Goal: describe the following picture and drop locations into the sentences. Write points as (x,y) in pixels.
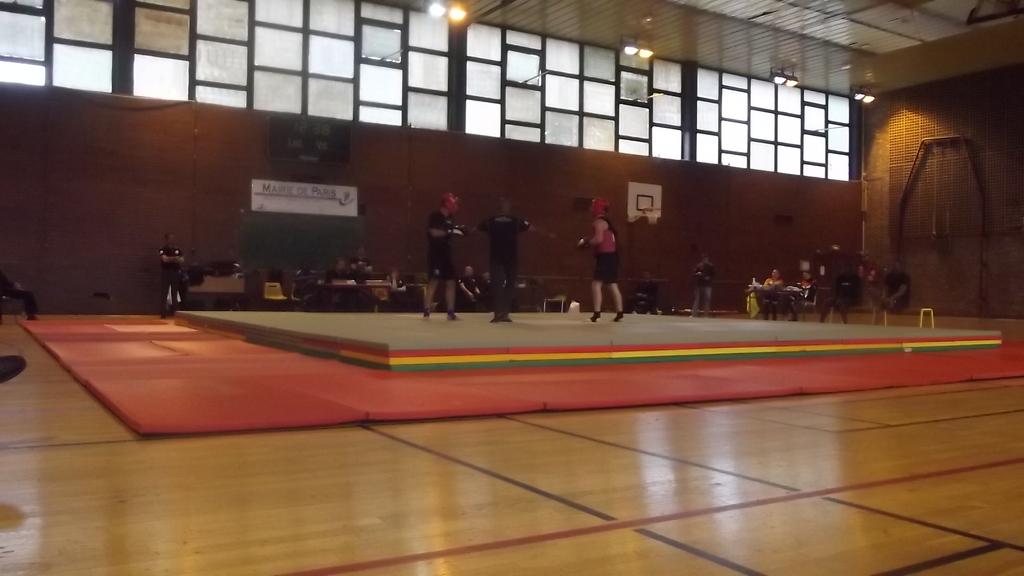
In this picture I can see there are three people (598,222) standing here and there are few other people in the backdrop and the people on the dais (347,316) are wearing gloves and helmets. There are few windows (508,69) and there are lights (785,74) attached to the ceiling (828,22).
